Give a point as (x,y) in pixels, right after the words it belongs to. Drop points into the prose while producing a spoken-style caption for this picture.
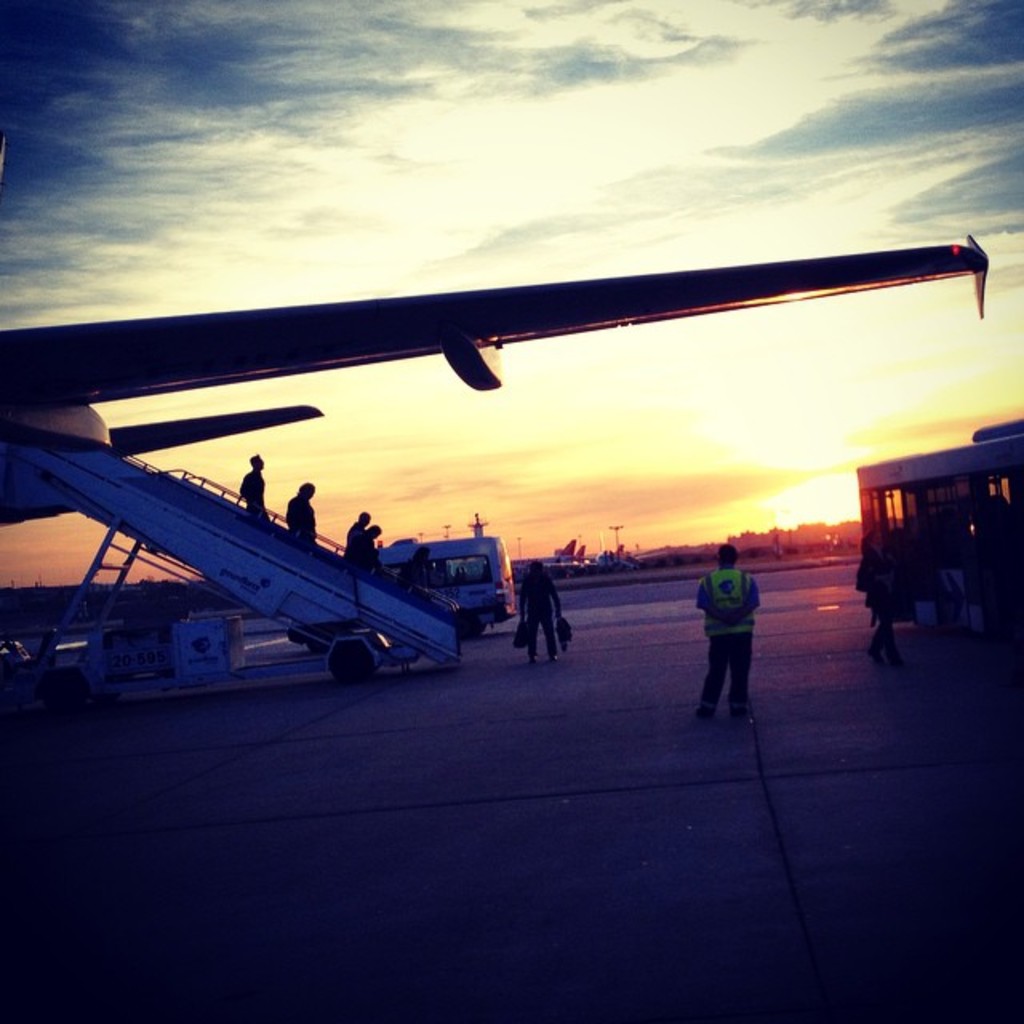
In this image I can see an airplane's wing (64,359) and under it I can see number of people (258,497) are standing. I can also see a vehicle (417,548) in the background (453,581) and few other things (682,552). On the right side of this image (917,548) I can see one more vehicle (889,517). I can also see clouds (117,70), the sky (512,162) and the sun (836,487) in the background (791,456).
